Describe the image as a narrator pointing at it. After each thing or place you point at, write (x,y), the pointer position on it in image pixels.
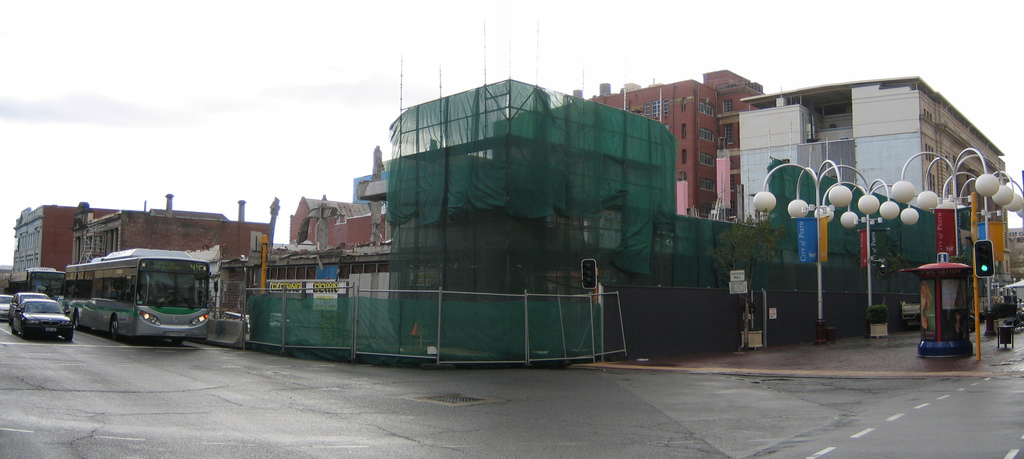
In this picture there are few vehicles (66,303) on the road (56,352) in the left corner (81,293) and there is a constructing building (528,252) beside it and there are few other buildings (739,111) in the background (739,111) and there are few street lights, a telephone booth (964,331) and some other objects (989,273) in the right corner (994,261).
